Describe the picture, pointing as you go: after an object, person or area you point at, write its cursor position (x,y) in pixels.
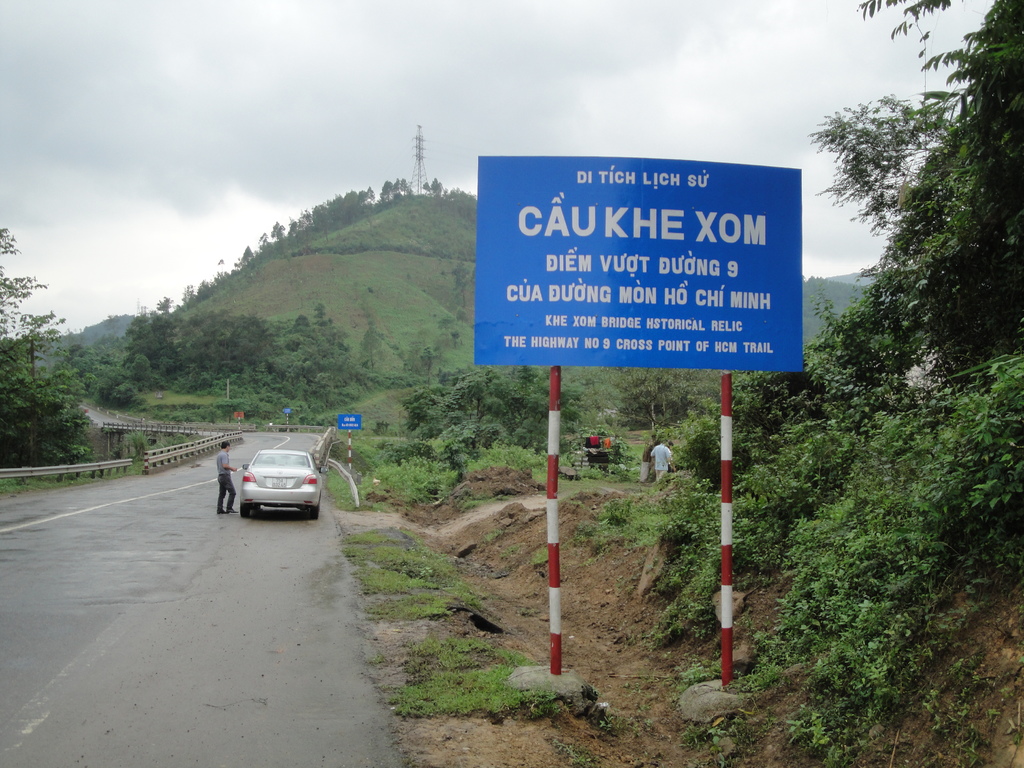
On the right side of the picture (951,414) there are trees (971,205), plants (738,512), soil (615,653) and a board (716,282). On the left (60,419) there are trees (58,455), road (222,523), vehicle (246,479) and a person (220,457). In the background (272,301) there are trees (380,376), plants (387,424), grass (377,410), sign boards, tower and hills (384,323). Sky (400,176) is cloudy.
